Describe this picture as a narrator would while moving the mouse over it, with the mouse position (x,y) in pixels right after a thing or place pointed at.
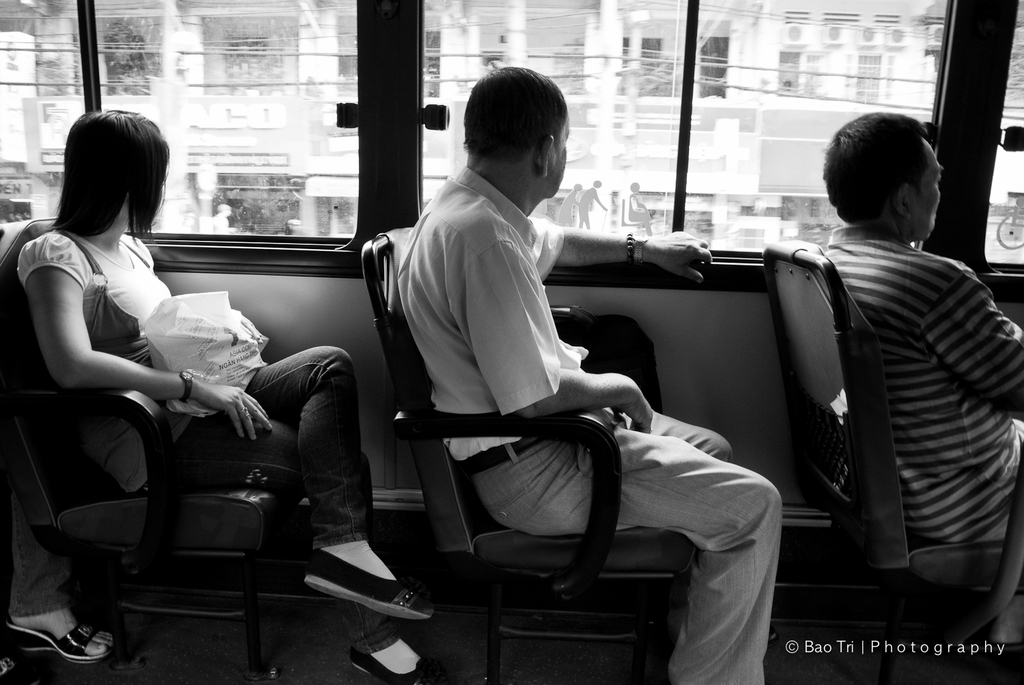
In this image there are three people (284,386) sitting in chairs (35,482) in a vehicle (315,314) and are looking outside through the window (333,148), on the other side of the window (301,81) there are electric cables (712,83) and buildings (590,123), on the bottom right of the image (852,651) there is some text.
